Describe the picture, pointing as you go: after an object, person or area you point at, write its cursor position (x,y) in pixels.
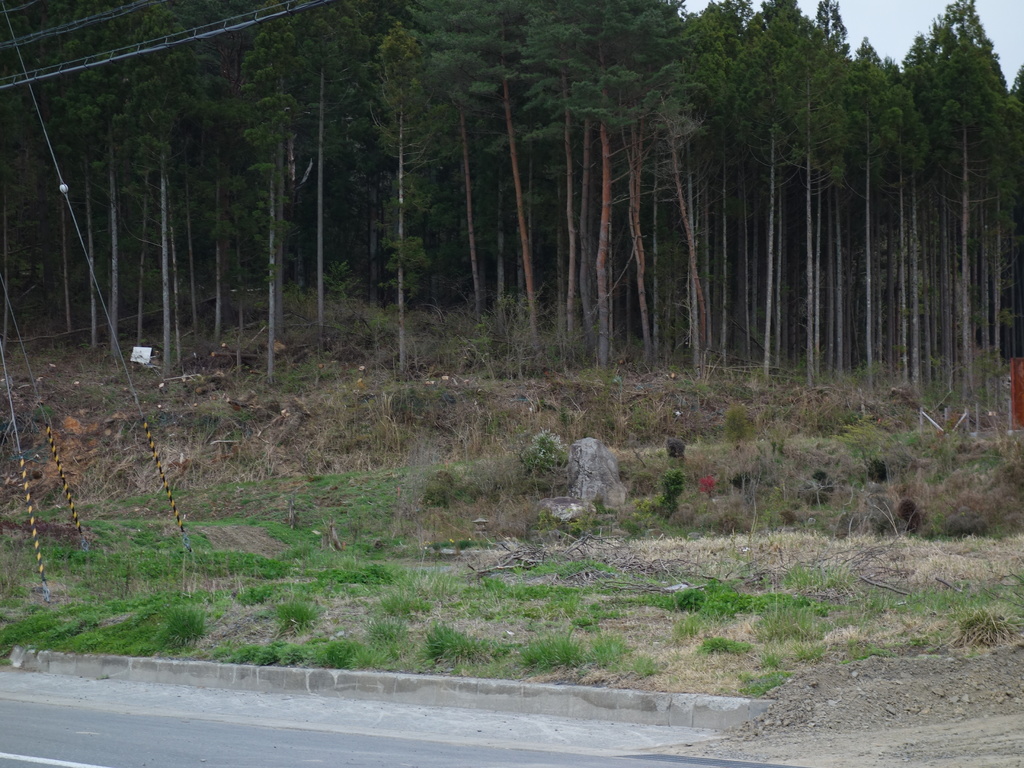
In this image I can see grass (618,451) and trees (619,71) in green color. Background (885,26) the sky (901,27) is in white color.
